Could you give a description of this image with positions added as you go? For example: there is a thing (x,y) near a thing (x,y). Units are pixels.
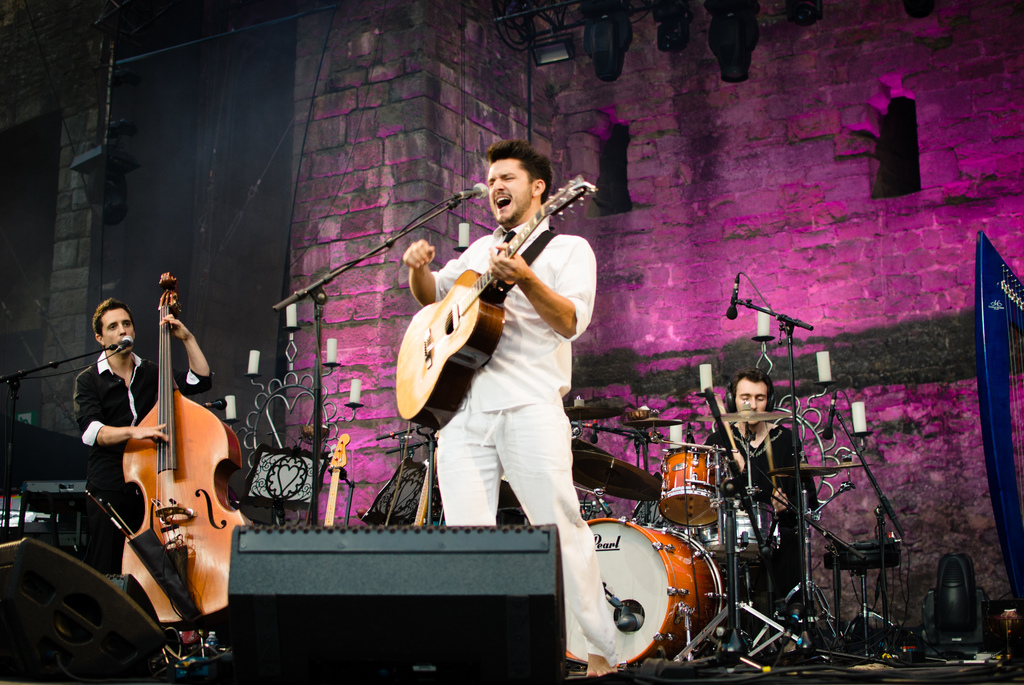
In this picture there is a man (561,494) singing and holding the guitar (432,367), where this man (205,388) is playing the guitar (479,338).
